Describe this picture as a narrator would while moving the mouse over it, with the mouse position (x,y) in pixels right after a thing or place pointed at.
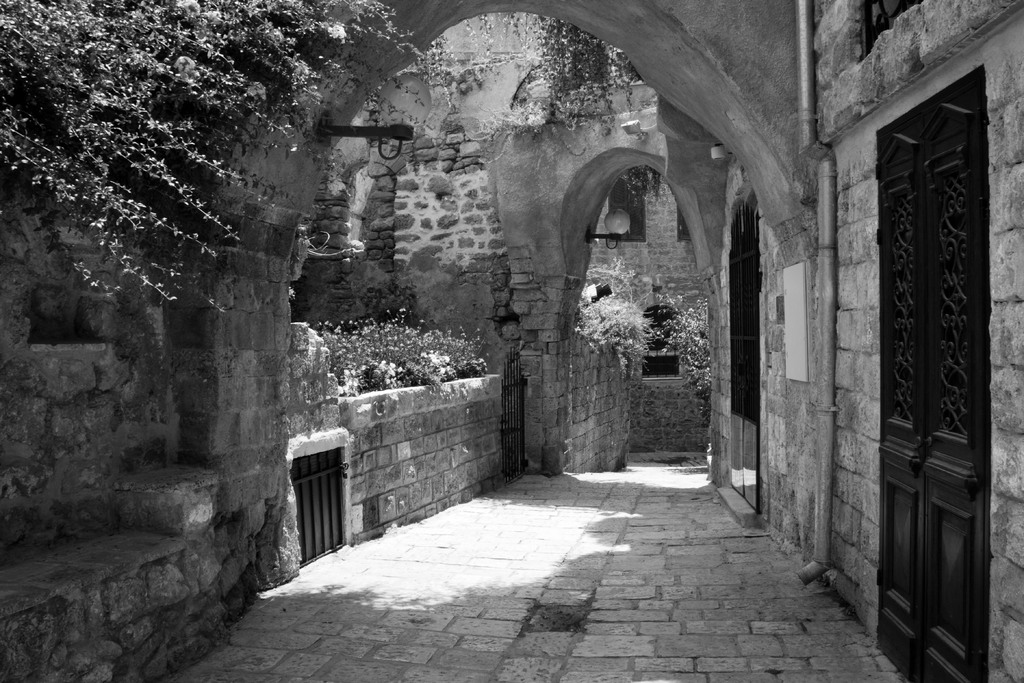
In the image we can see stone construction (425,164), this is a fence (506,382), grass (427,339), tree (95,86), pipe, footpath (646,543) and a door (886,482).
